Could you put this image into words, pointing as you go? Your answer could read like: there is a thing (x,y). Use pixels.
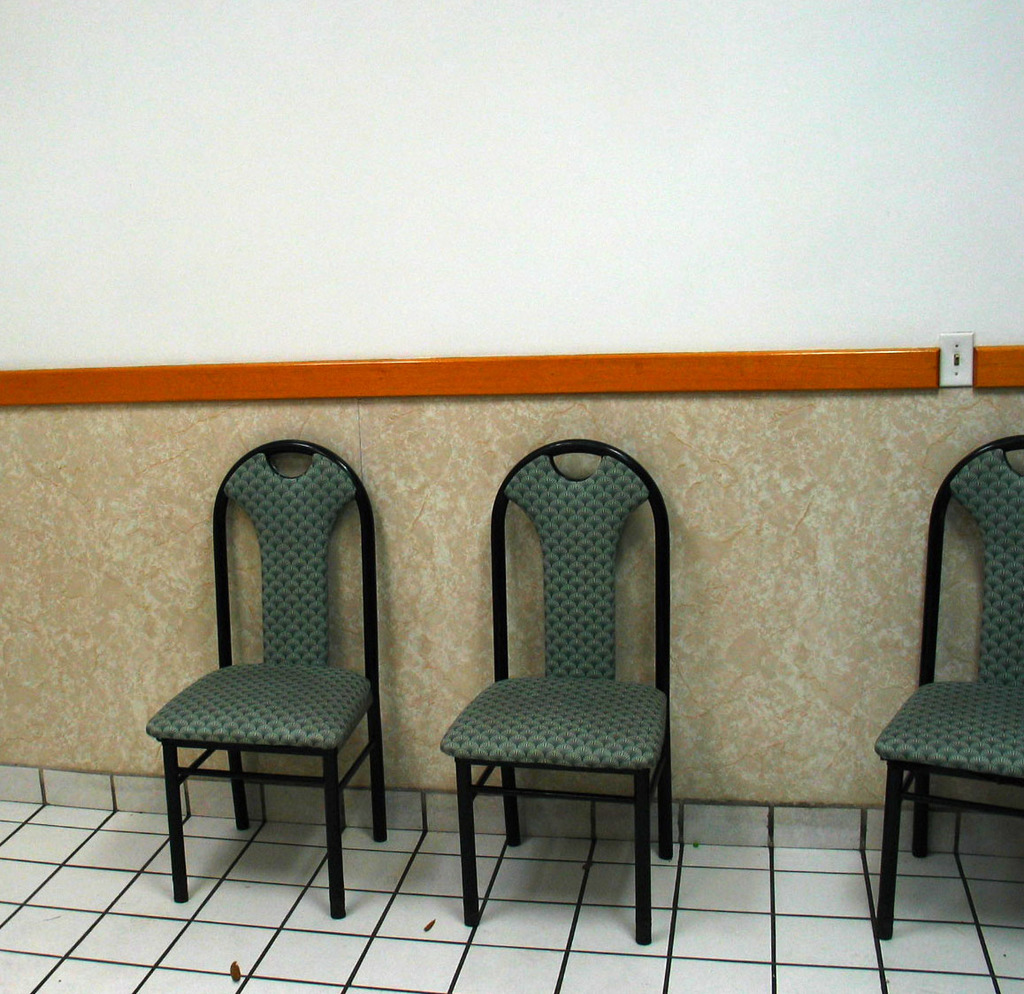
In this image I can see there are chairs (666,712) on the floor (548,866). And there is a marble (769,525). And at the back (539,170) there is a wall (696,307).
